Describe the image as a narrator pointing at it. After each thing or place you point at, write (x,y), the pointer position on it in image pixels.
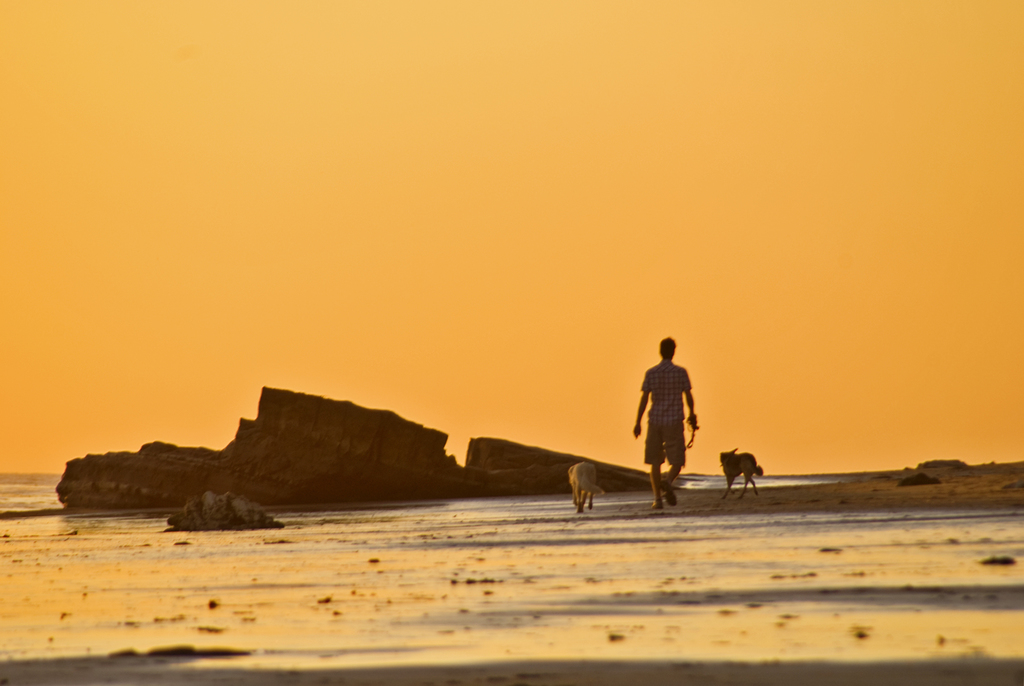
In this image there is a man (673,439) walking and there are animals (736,462) and there are stones (304,467).
